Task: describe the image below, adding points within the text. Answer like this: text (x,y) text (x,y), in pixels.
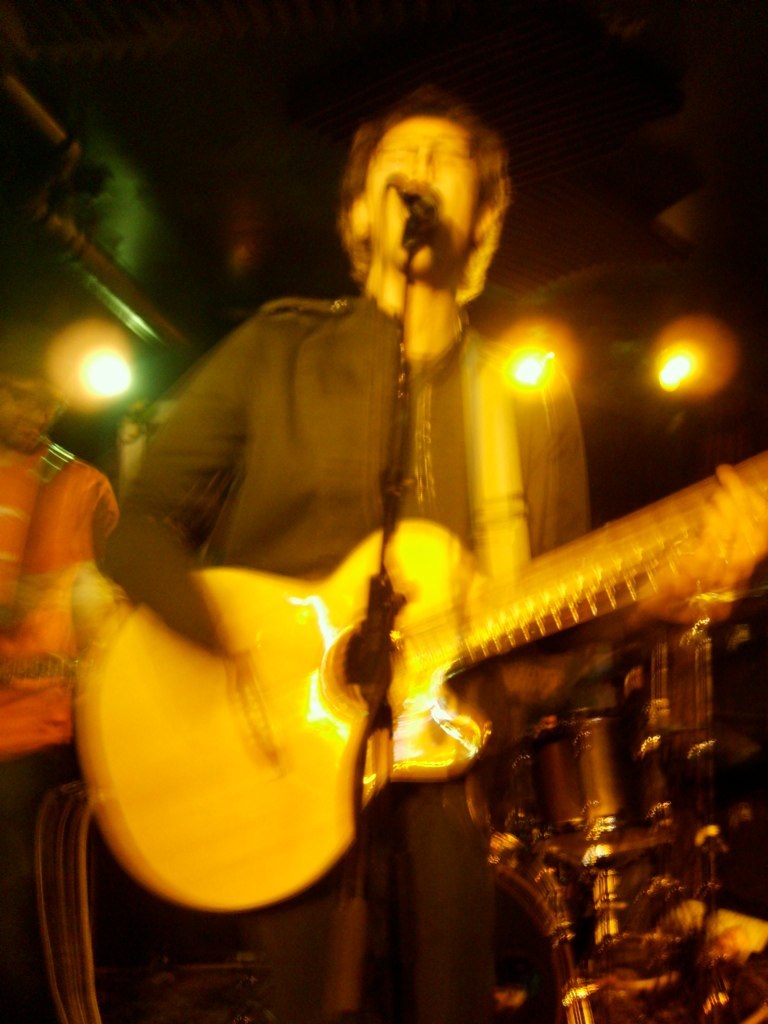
This is a blur image. In this image we can see a person (329,360) playing a guitar (436,657). In front of him there is a mic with mic stand (367,618). In the back (9,430) there is another person (50,650). In the background (106,374) there are lights (130,347).
